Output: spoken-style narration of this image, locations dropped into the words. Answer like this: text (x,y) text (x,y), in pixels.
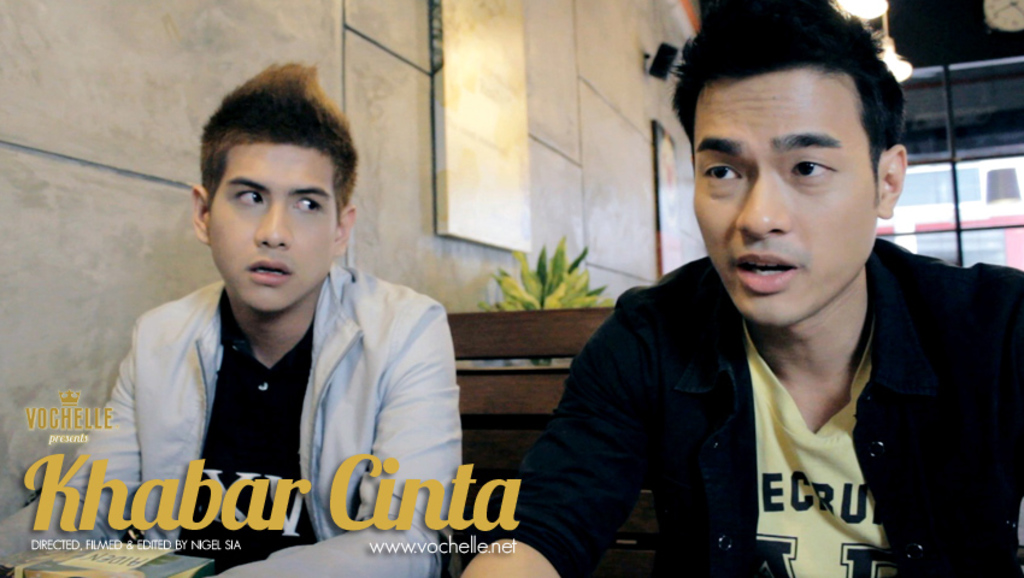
In this image in the foreground (822,370) there are two persons (861,411) who are sitting, and in front of them there are some books (157,552). In the background (548,280) there is a plant (565,279), and on the wall (125,137) there are some photo frames (505,168). On the right side (988,188) there is a window (922,129), and at the top of the image (889,31) there is a light (873,12) and a clock (998,9), and at the bottom of the image (196,501) there is some text (400,501).
